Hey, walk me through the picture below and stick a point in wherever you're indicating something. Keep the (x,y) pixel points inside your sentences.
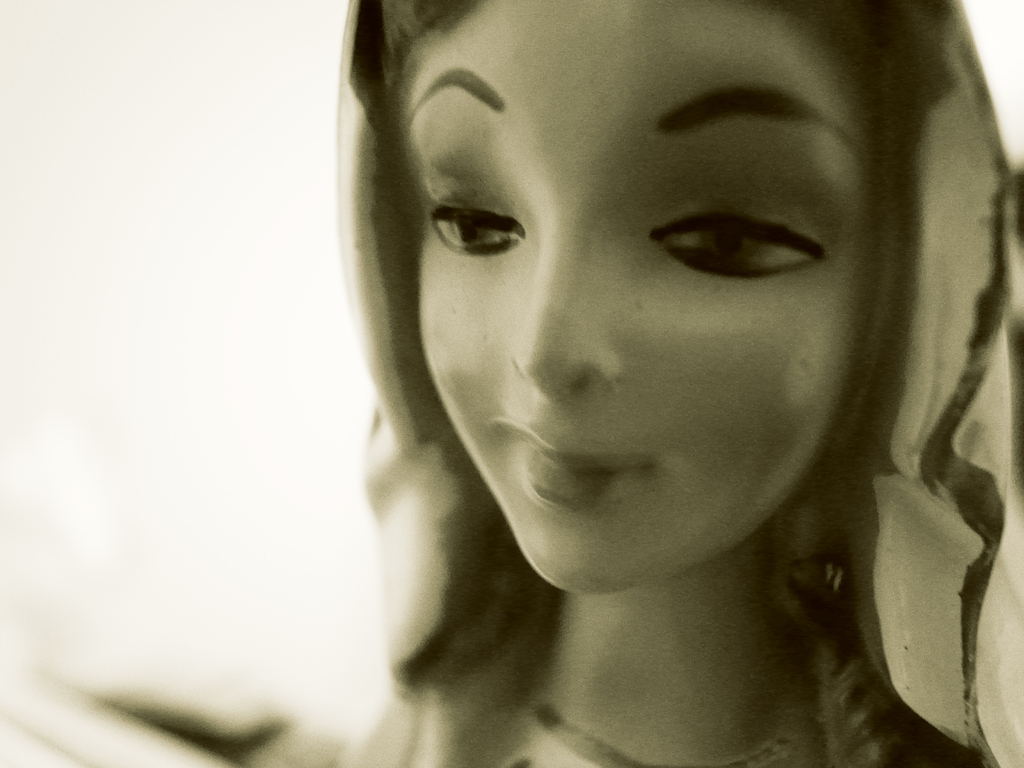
In this image we can see a statue of a lady (703,464).
